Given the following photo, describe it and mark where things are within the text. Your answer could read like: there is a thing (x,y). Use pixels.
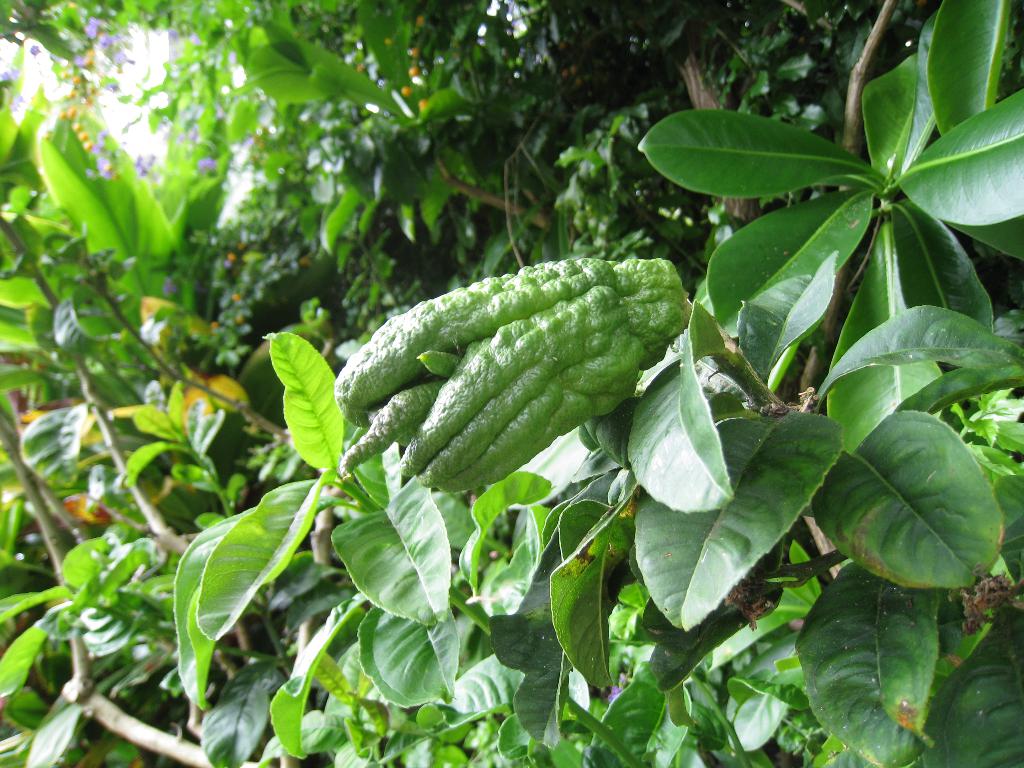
In this picture we can see the green leaves (331,465) and in the center (613,388) we can see a green color object (399,338) seems to be a vegetable (397,439). In the background (207,126) we can see some other objects (210,300).
